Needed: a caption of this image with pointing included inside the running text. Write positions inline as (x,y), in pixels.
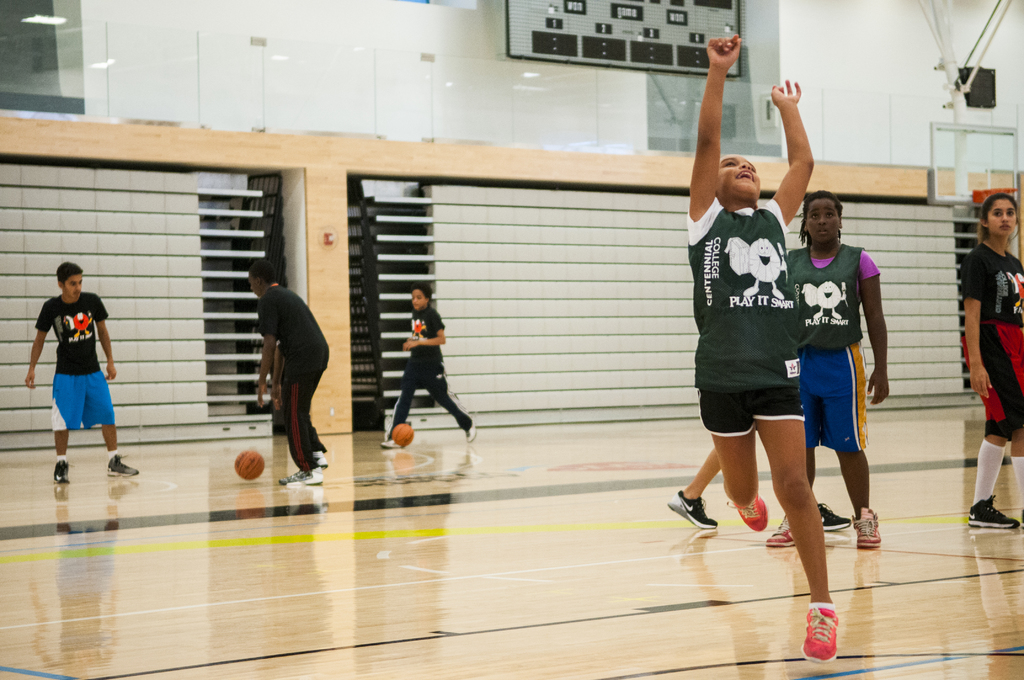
As we can see in the image there are balls (403,439), few people (400,412) here and there and a white color wall (337,48).
